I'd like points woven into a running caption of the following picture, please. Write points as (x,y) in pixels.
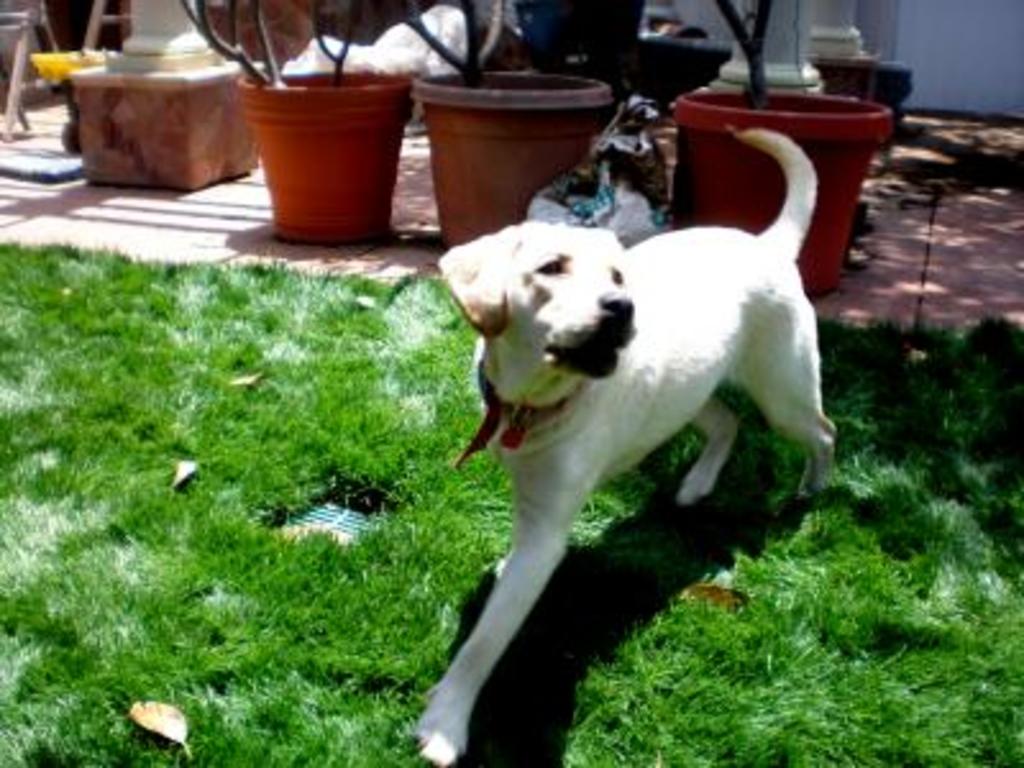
There is a white dog (574,262) on the grass lawn (608,581). In the back (544,97) there are pots (536,108) with plants (467,59). Also there are some other items (805,67) in the background (844,56).
